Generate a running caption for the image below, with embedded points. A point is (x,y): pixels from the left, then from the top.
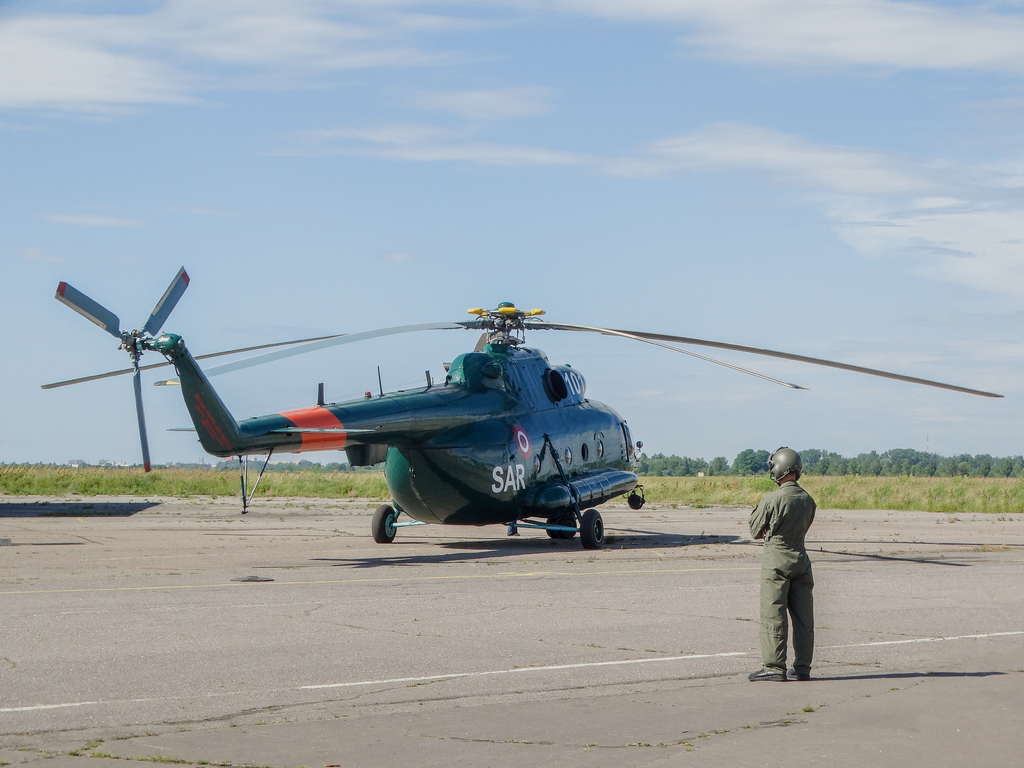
In this picture we can see a helicopter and a person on the ground (546,584) and in the background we can see trees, sky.
